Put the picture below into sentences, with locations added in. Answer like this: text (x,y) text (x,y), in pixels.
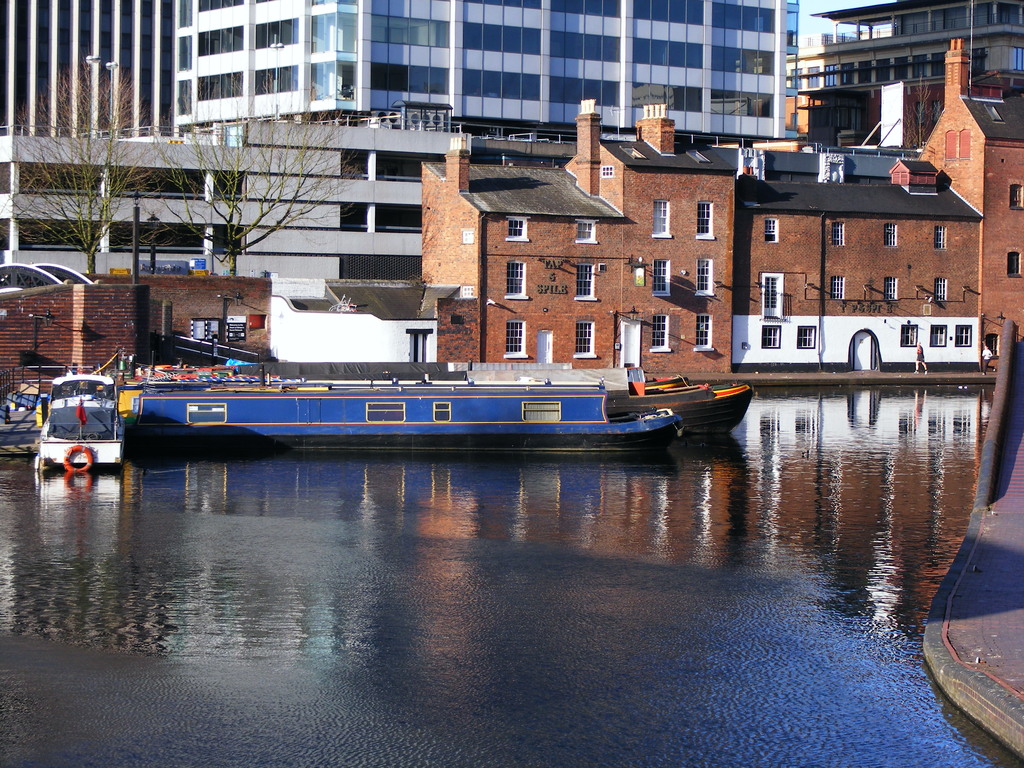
In the image there is a boat (376,431) in the canal (382,455) with buildings (1008,175) and trees (98,66) in front of it.
